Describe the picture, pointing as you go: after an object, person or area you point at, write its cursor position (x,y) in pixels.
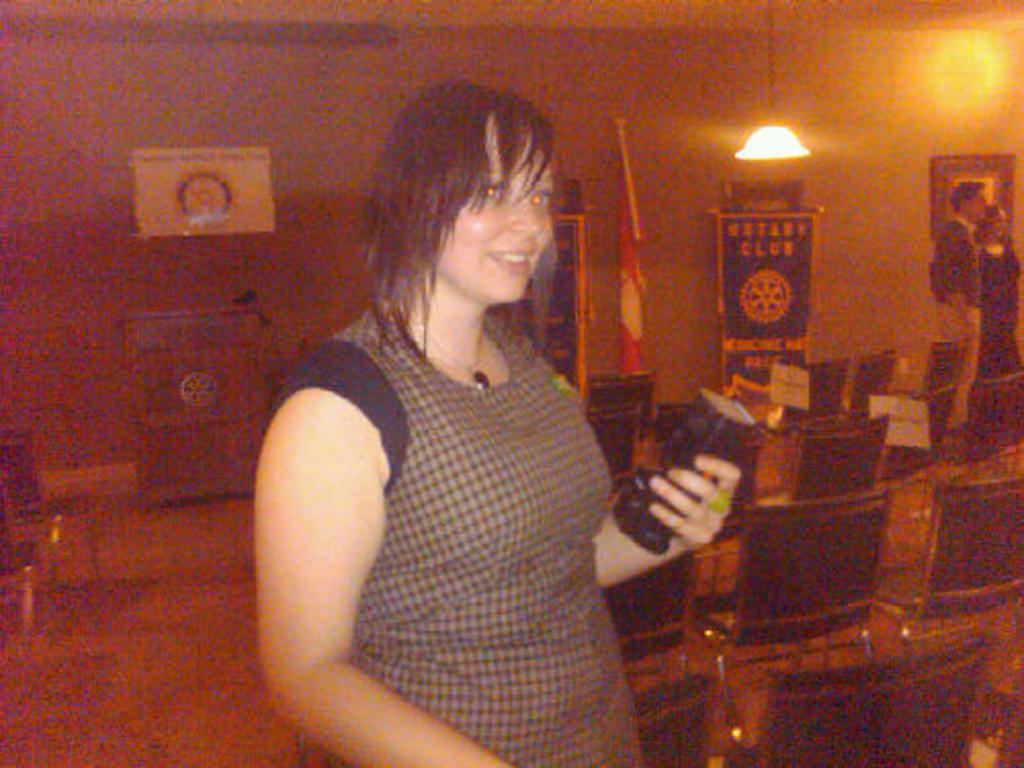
In this image there is a woman (503,368) standing and holding an object (675,465) in her hand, beside her there are few empty chairs (779,617) and there are two persons (962,282) standing, behind them there are few objects (144,345) placed on the surface (193,551). In the background (992,159) there are few frames (221,216) and a lamp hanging on the wall (262,120).
